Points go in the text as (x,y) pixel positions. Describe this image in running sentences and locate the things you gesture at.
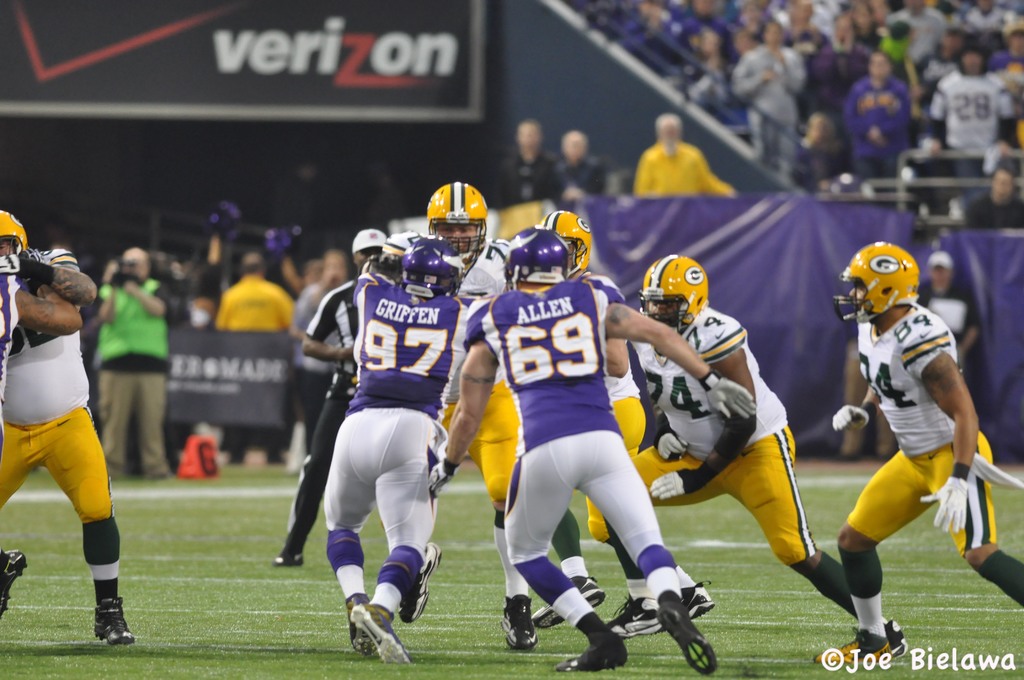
In the image there are few people (722,340) in white jersey (938,436) and few people (539,422) in purple jersey (539,422) running on the grassland (291,590), this seems to be American football, in the back (846,37) there are many people (864,110) sitting on chairs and looking at the game.
